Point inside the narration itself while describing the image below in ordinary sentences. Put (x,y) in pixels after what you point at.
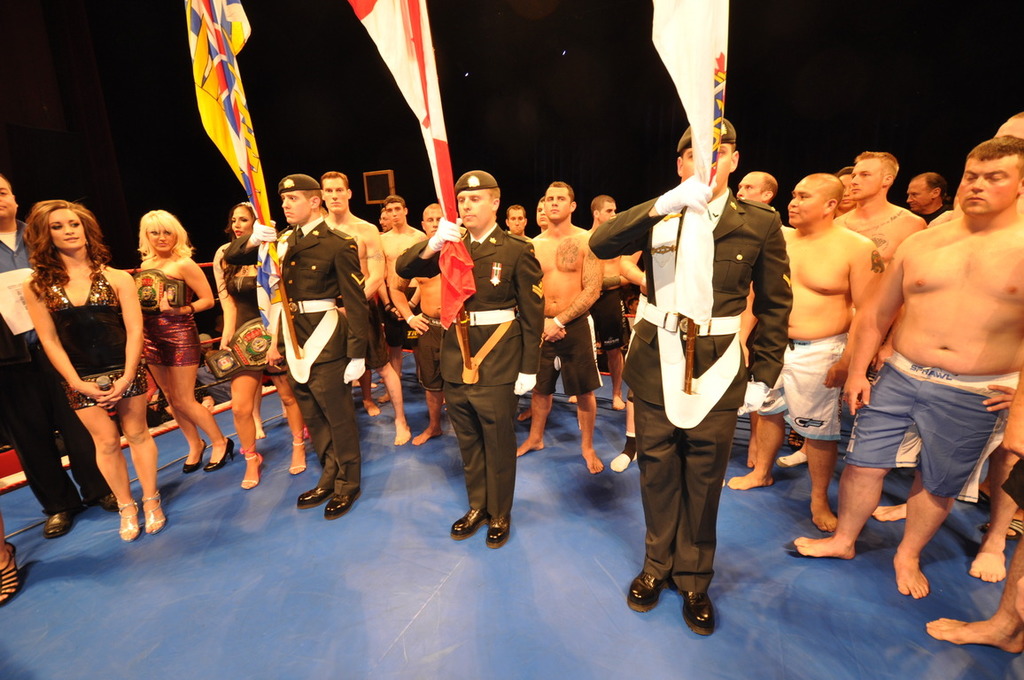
This picture is clicked inside. In the center (646,353) we can see the three persons (752,210) wearing uniforms (490,398), holding flags (262,307) and standing on the ground (288,503) and we can see the group of men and group of women (185,304) standing on the ground (168,474). The background of the image (625,37) is black in color.
